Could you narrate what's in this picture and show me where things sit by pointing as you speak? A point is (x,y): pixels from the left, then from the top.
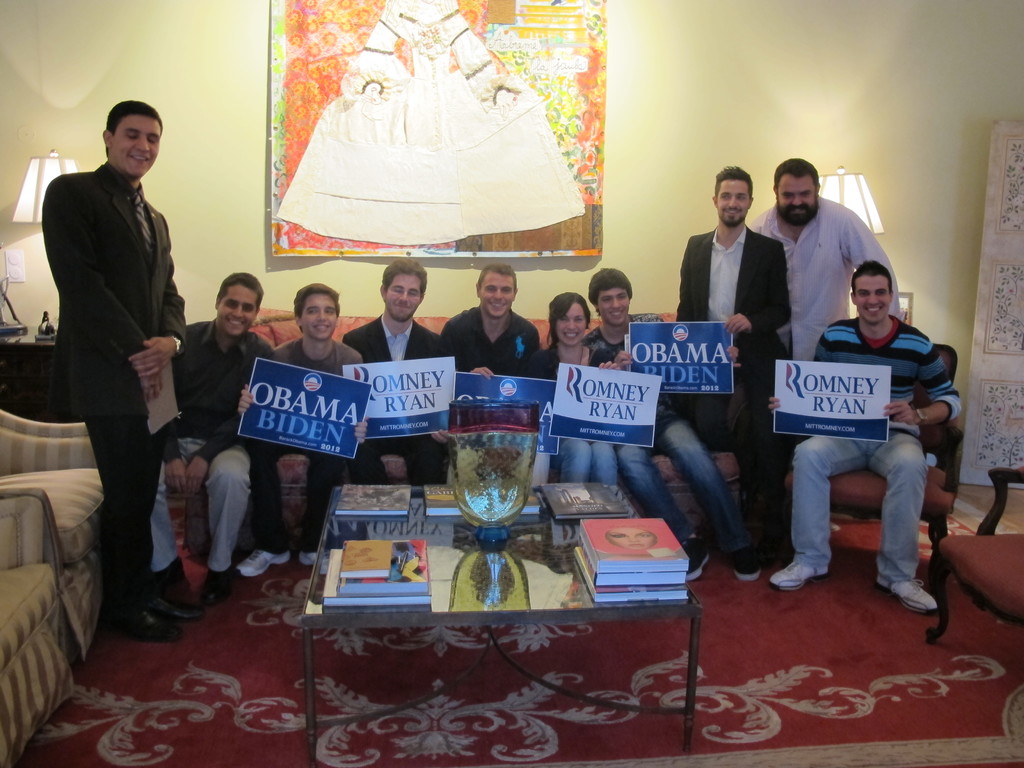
people (183,416) are seated on the sofa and holding placards (351,422) on which Obama Biden is written. in front of them there is a table (569,592) on which there are books (370,560), behind them there is a wall (702,119) on which there is a frame (372,186). people (142,198) are standing at the left (146,382) and right.
